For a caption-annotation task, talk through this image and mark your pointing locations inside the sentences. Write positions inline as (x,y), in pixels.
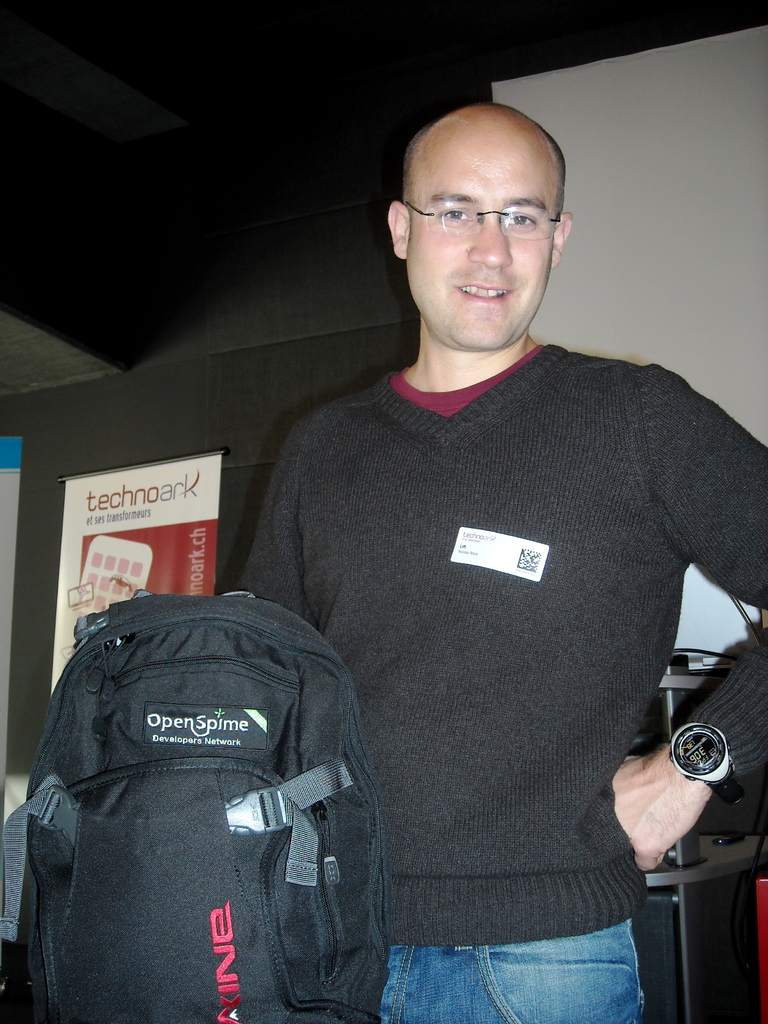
In the picture there is a man (680,573) standing. He wore a dark sweater (538,479) and blue jeans (531,960). He is also wearing a beautiful watch (687,745) and spectacles (545,226). In front of him there is a bag (261,670) and there is some text (223,739) written on it. Behind him there is table (706,681) and wall (371,333). There are posters (128,522) sticked to the wall (281,261).
